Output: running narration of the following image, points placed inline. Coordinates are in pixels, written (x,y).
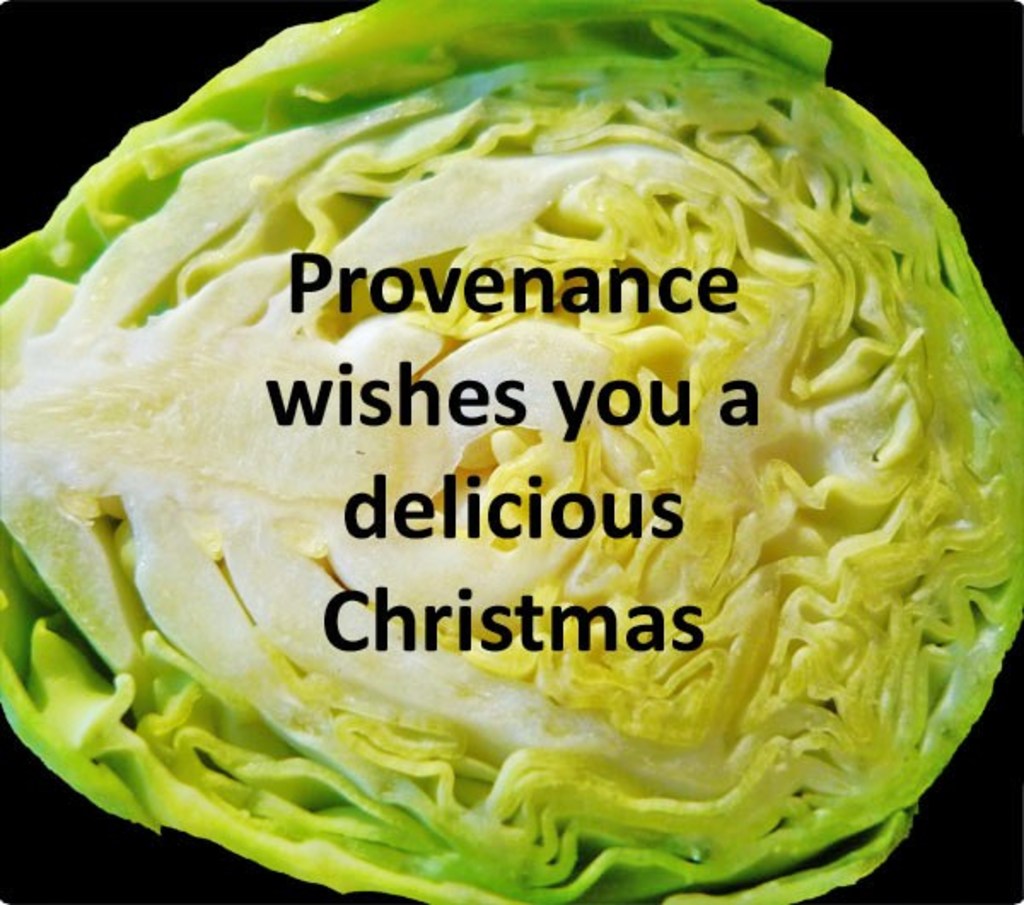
There is some text (473,482) is present in the middle of this image (613,305). We can see there is a food item (626,243) is in the background (547,233).
